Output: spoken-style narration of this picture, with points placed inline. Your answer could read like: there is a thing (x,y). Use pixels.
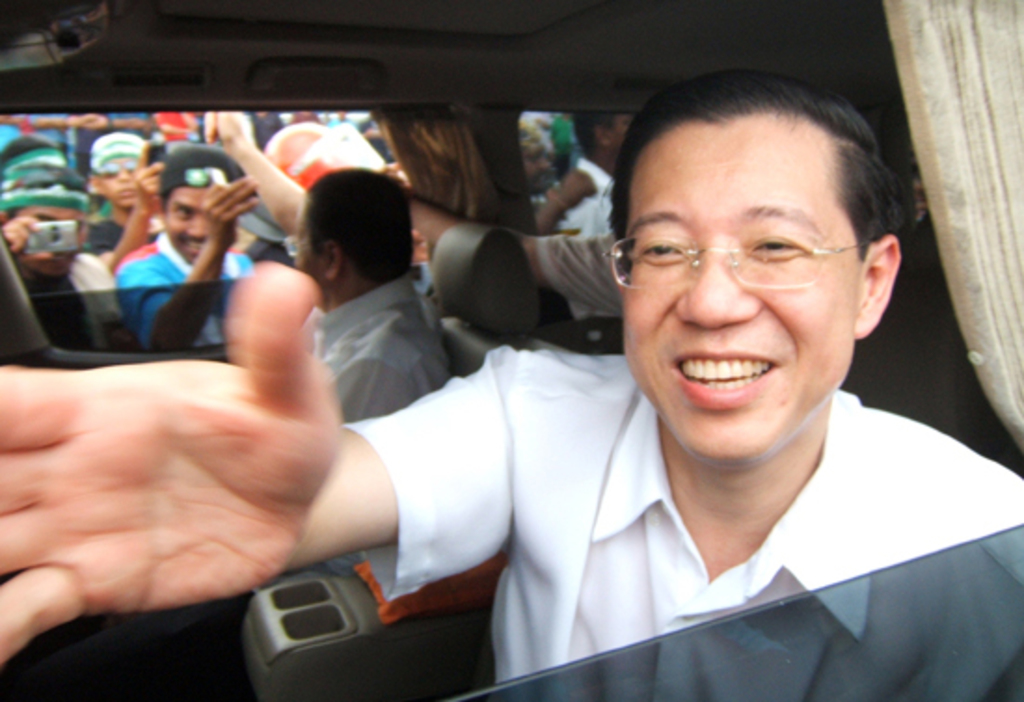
In this picture three people (425,396) are sitting inside the car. At the back side (221,210) few people (208,157) were standing and taking the pictures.
